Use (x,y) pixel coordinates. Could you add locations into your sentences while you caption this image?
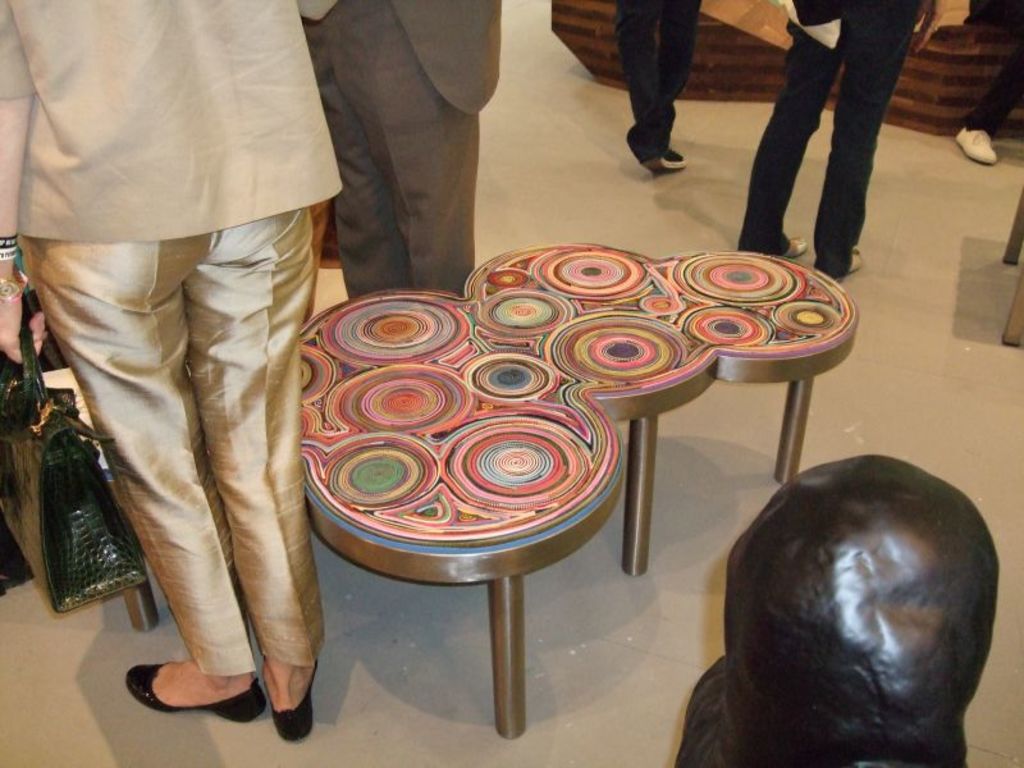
In this image we can see a group of people (159,114) standing on the floor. One woman (143,260) is holding a bag (23,345) in her hand (18,333). In the center of the image (637,287) we can see a table (739,288) placed on the floor (670,504). In the foreground (893,513) we can see a statue (893,672).
